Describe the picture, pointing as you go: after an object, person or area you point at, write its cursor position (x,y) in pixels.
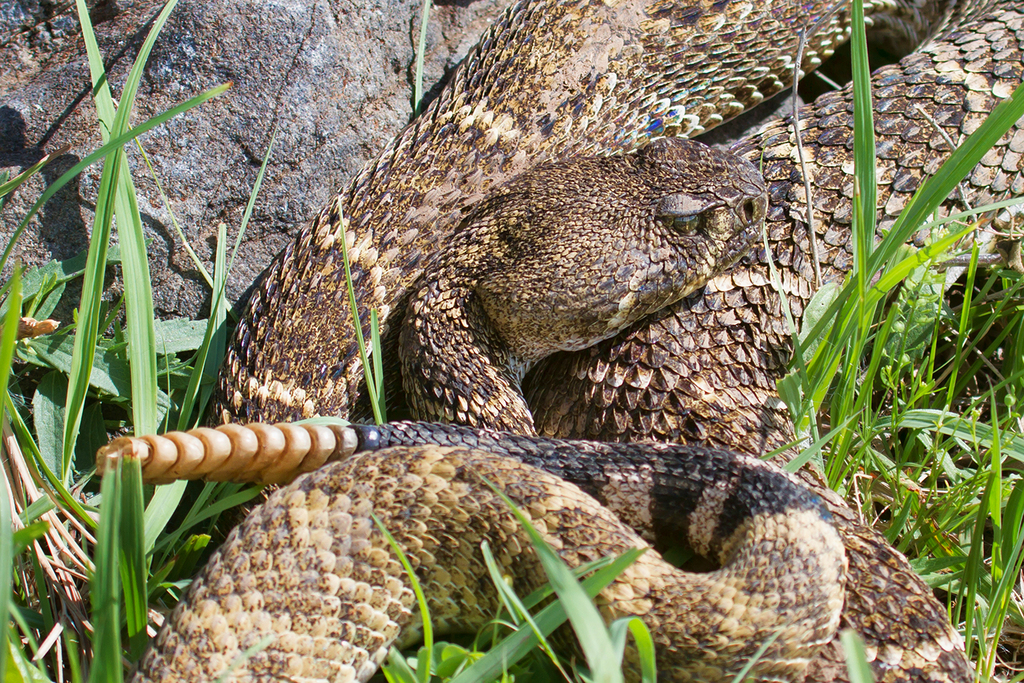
In this picture I can see the snake (528,272). I can see green grass (139,471).
